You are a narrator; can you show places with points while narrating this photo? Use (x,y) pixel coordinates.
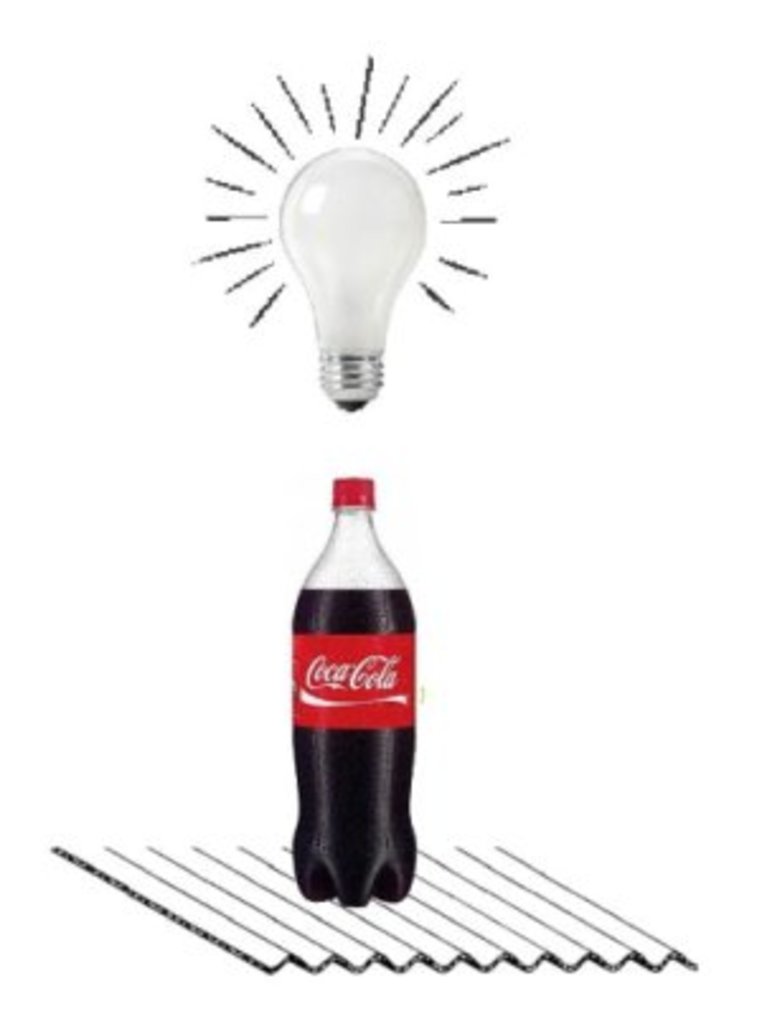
This picture contains a cool drink bottle (399,683) and a sticker (381,648) is pasted on it with text (319,667) as 'Coca Cola'. Above the bottle (339,556), we see red color lid (364,490) and above the lid (354,507), we see white bulb (380,229).
